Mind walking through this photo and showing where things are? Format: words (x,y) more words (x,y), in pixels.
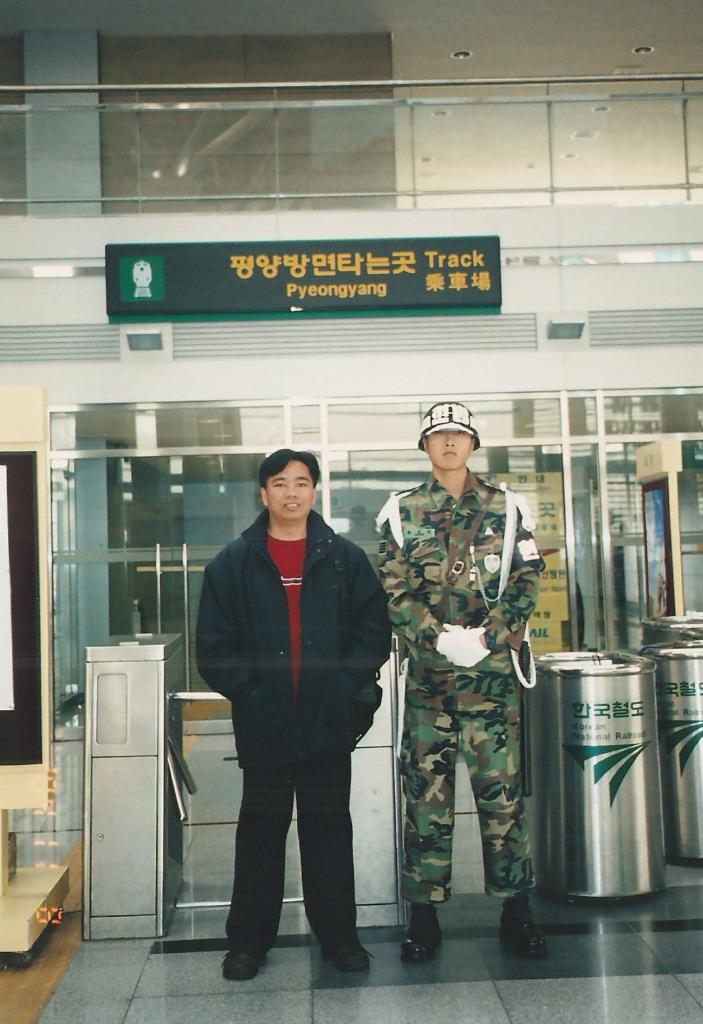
In this image I can see two persons (357,618) standing. The person (451,635) at right (496,629) wearing military uniform (482,624) and the person (366,634) at left (221,642) wearing black and red color dress (307,638), background (367,478) I can see few glass doors (69,555) and I can see a black color board (200,292) attached to the wall (48,298).
